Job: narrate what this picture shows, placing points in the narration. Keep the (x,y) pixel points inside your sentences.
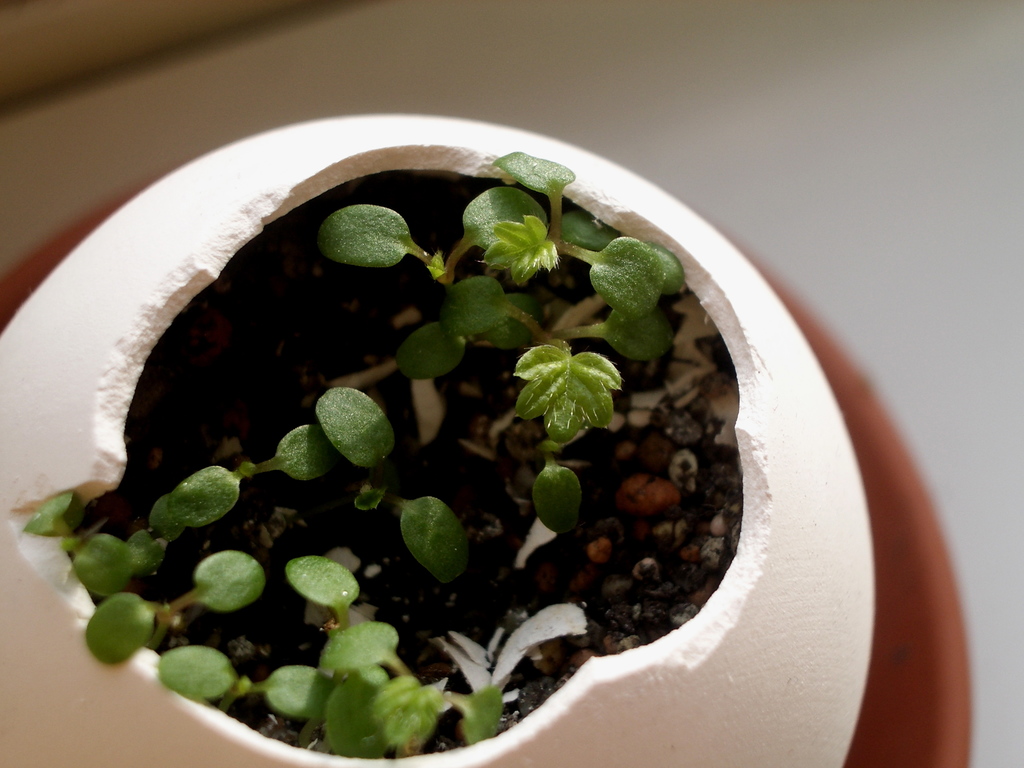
These are the little plants (588,383) in a white color pot (621,751).
